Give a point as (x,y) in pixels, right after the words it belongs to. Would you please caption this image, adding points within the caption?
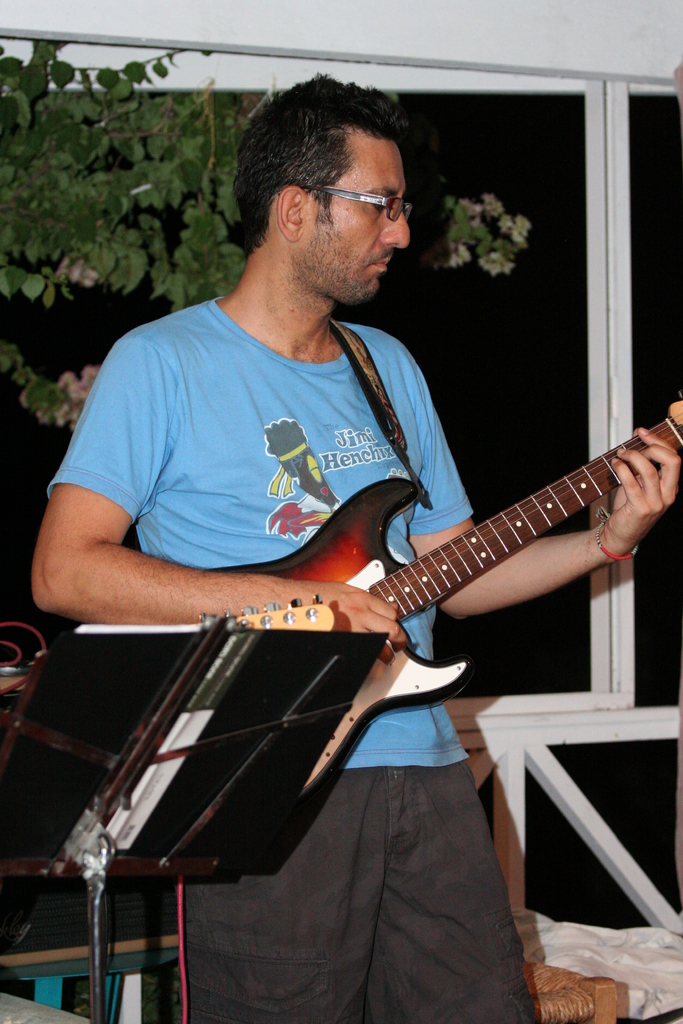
In this image i can see a man (360,442) standing and playing a guitar (375,497) at the back ground (616,263) i can see a railing (611,256) and a tree (481,228).
